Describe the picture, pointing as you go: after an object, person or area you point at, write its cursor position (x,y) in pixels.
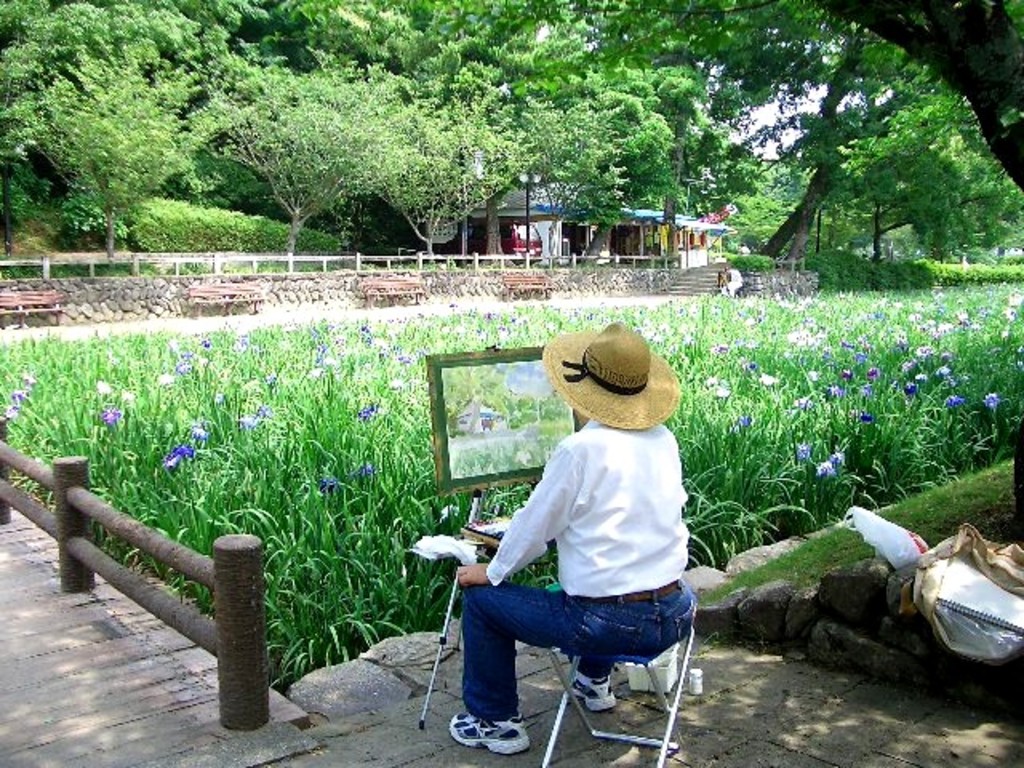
There is a person (594,479) sitting on the chair (586,727). This is painting. There are plants (729,361) and these are the trees (501,121). Here we can see benches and this is fence (267,265). This is a house (663,237) and there is a sky (765,122).
